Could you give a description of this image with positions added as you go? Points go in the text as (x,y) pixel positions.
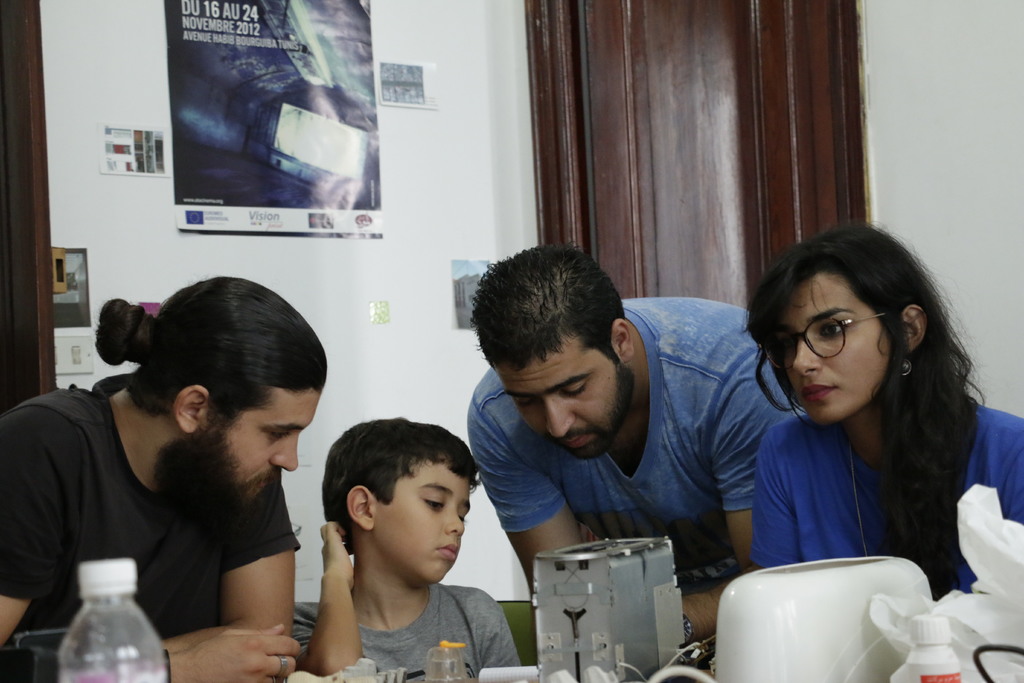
In this image, there are a few people (581,367). We can see some objects (721,618) at the bottom (905,628). We can see the wall (424,339) with some posters (81,256). We can also see some wood (19,58) and a few bottles (141,628).
